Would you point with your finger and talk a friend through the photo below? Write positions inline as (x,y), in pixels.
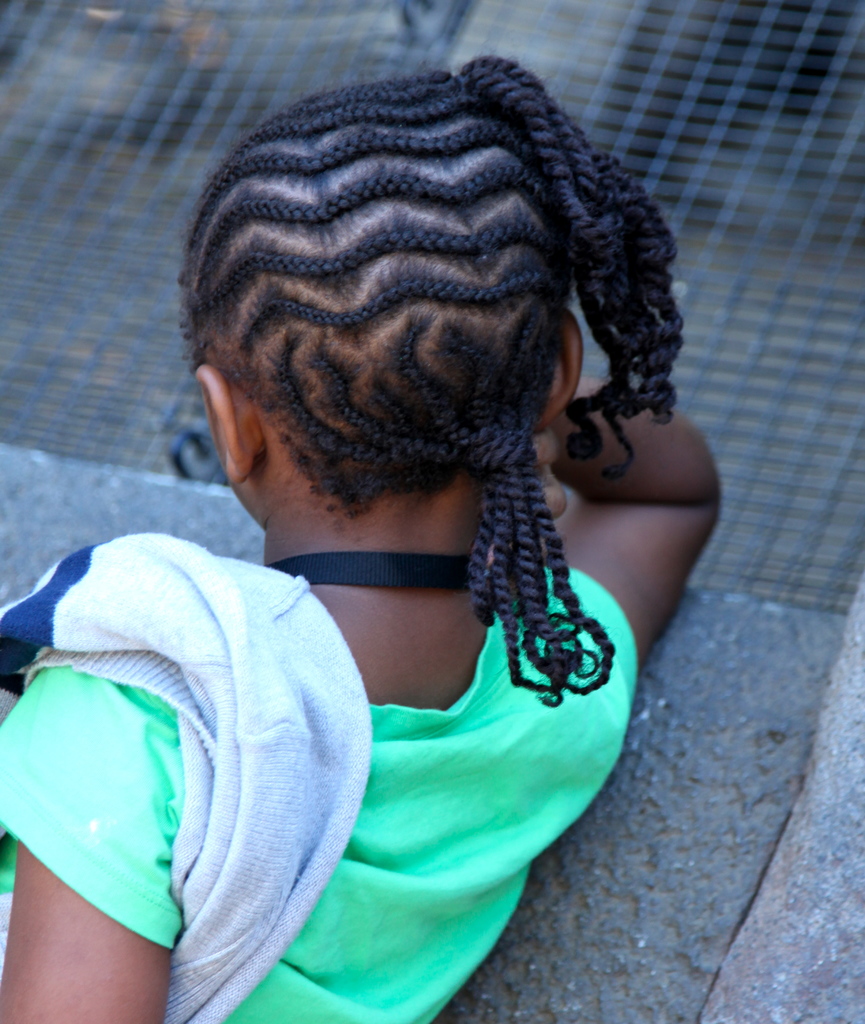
Here we can see a person (434,817). This person (434,890) wore a green t-shirt (389,889). Background (837,169) it is blurry and we can see a mesh (192,133).
